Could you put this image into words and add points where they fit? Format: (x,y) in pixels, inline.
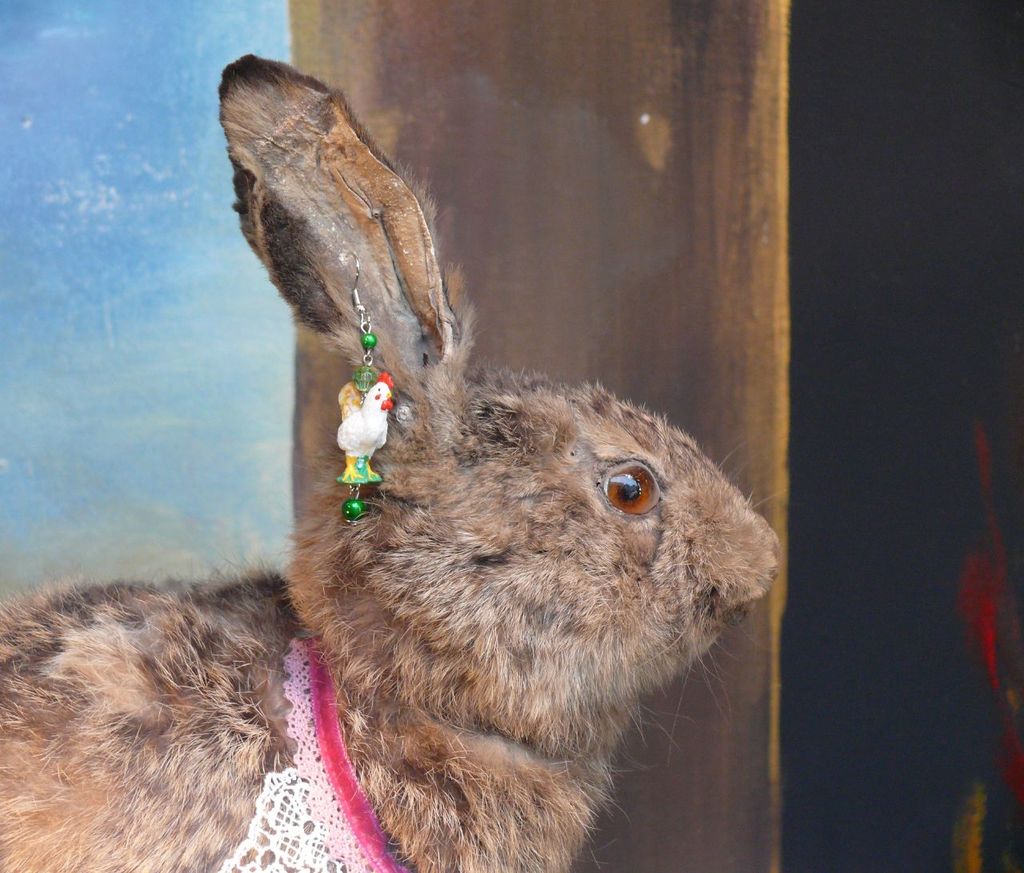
In this image, we can see a brown color rabbit (411,625).
